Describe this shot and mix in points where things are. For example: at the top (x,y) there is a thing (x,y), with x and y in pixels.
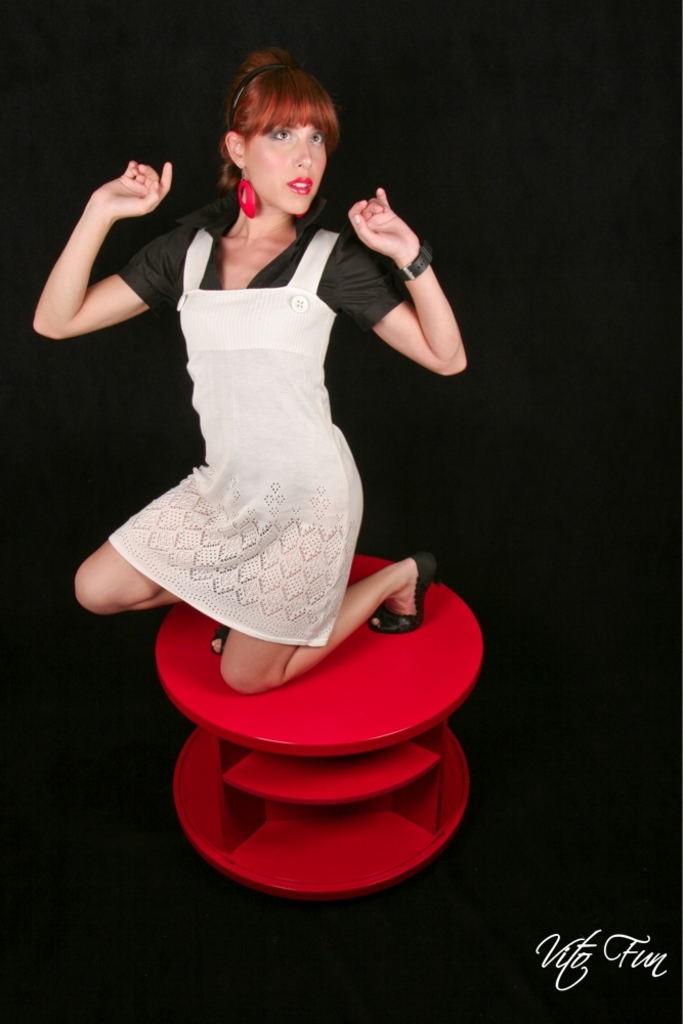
On this red table (399,801) there is a woman (322,417). Background (298,24) it is in black color. Bottom of the image (606,958) there is a watermark (629,951).
